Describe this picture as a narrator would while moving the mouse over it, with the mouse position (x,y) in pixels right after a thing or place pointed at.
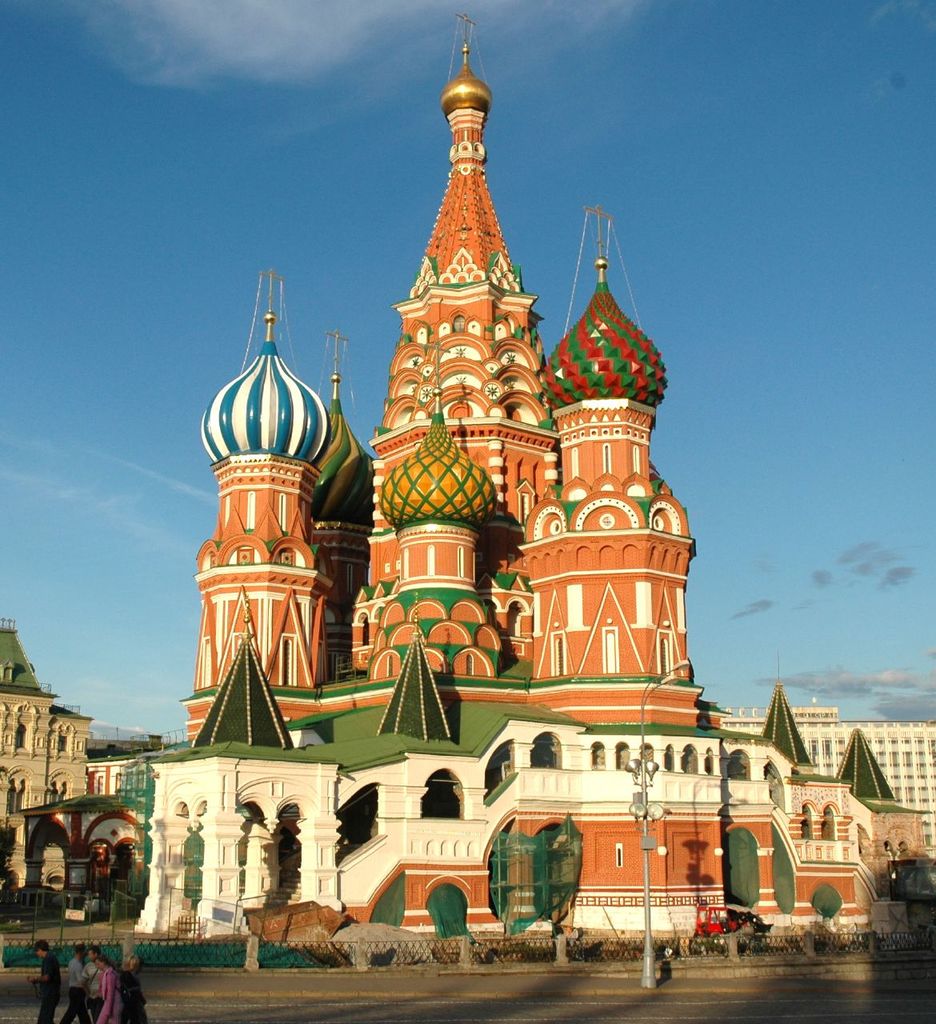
In this image we can see a castle (661,719), light pole (634,813) and also buildings (929,763). We can also see the vehicle (732,919), fence (550,938) and also some people (118,979) walking on the road (596,1020). In the background (363,275) there is sky (728,247) with some clouds (857,691).
